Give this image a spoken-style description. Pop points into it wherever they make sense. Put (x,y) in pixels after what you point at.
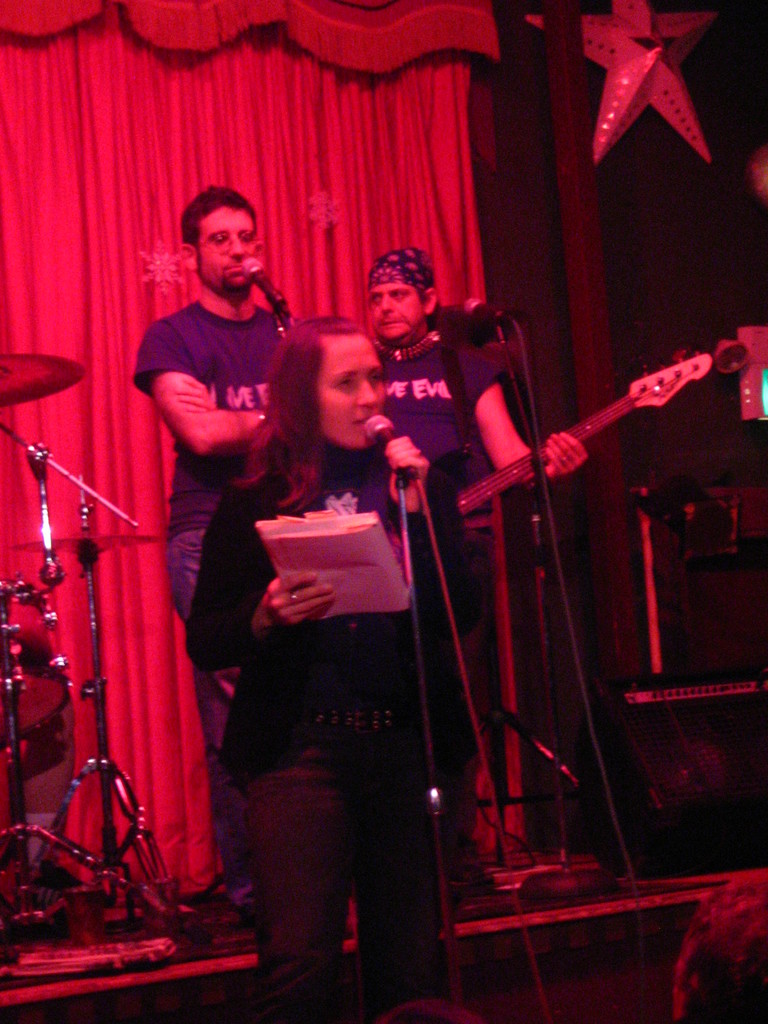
In this image I can see a woman (246,575) wearing black jacket (239,577) and pant (294,909) is standing and holding a microphone (390,423) and a book (339,532) in her hand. In the background (244,451) I can see few other persons (206,327) standing on the stage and one of them is holding a guitar (662,390) and I can see few musical instruments (62,471), the curtain (141,214) and a decorative item (673,41) in the background (640,90).
